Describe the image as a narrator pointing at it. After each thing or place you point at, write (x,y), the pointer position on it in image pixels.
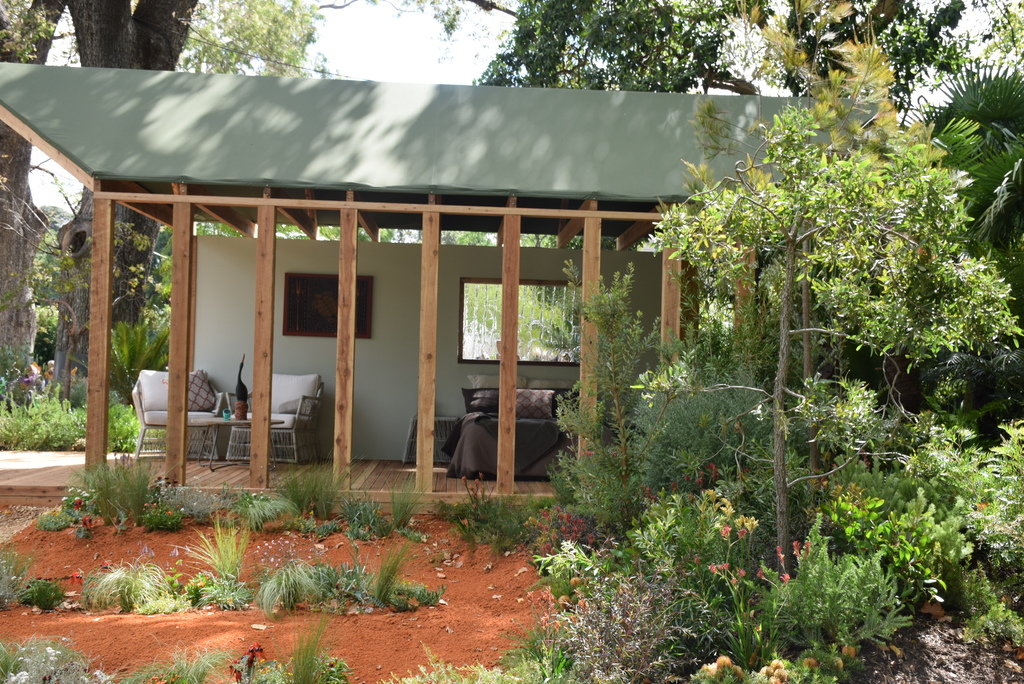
In this image there are chairs (299,431), bed (468,430), table (238,428) are under the roof (442,132) having pillars (512,392). On the chair (193,434) there is a cushion (213,407). On the table (211,424) there is a bottle (242,413). On the bed (526,429) there are pillows (486,413). There is a frame (367,331) attached to the wall (454,328) having a window (527,293). Bottom of the image (555,563) there are plants (613,613) on the land (423,611). Background (160,39) there are trees (537,77). Top of the image (419,35) there is sky (390,40).
